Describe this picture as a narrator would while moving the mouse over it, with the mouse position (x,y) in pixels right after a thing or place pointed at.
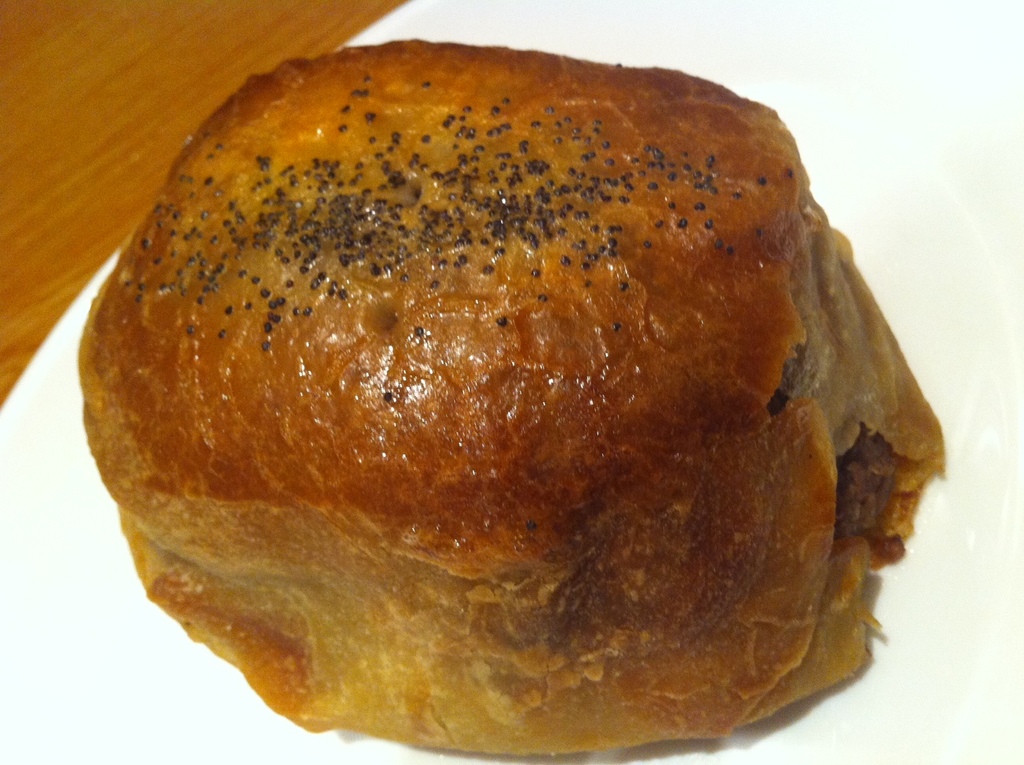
In this image at the bottom (75,641) it looks like a plate (924,646), on the plate (12,400) there is a pastry (299,312) and on the left side of the image (81,167) there is wood (87,196).
